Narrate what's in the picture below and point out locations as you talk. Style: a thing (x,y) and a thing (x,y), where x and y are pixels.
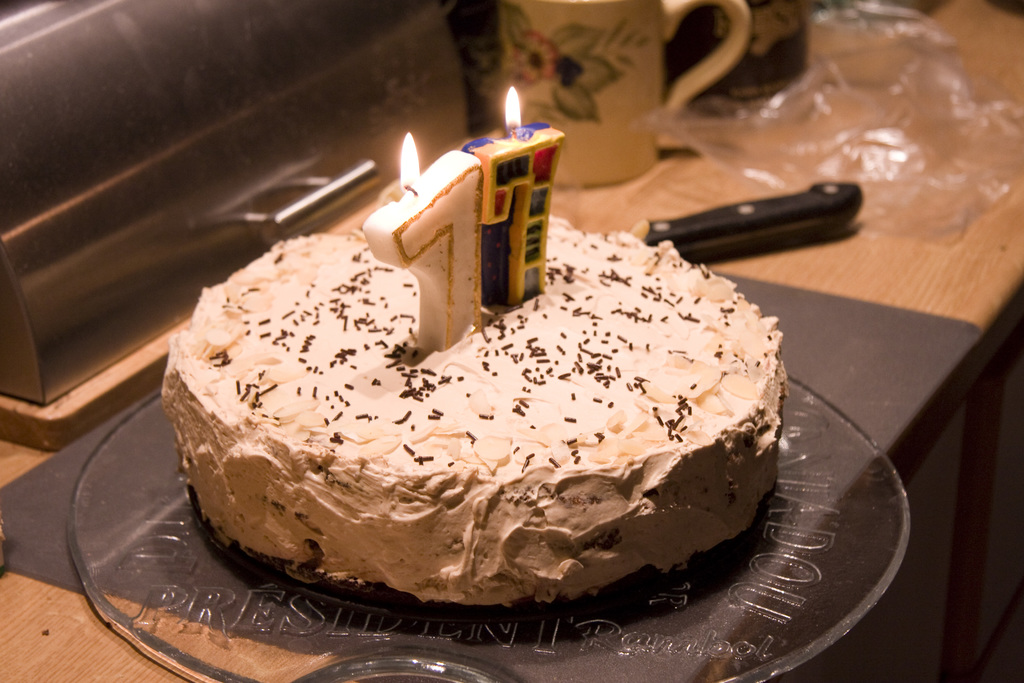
In this picture there is a cake (515,534) on the table (696,170) and there are two candles (427,189) on the cake (502,318). There is a knife (759,205), cup (558,109), cover (696,130) and there is an object (154,78) on the table (935,259).
